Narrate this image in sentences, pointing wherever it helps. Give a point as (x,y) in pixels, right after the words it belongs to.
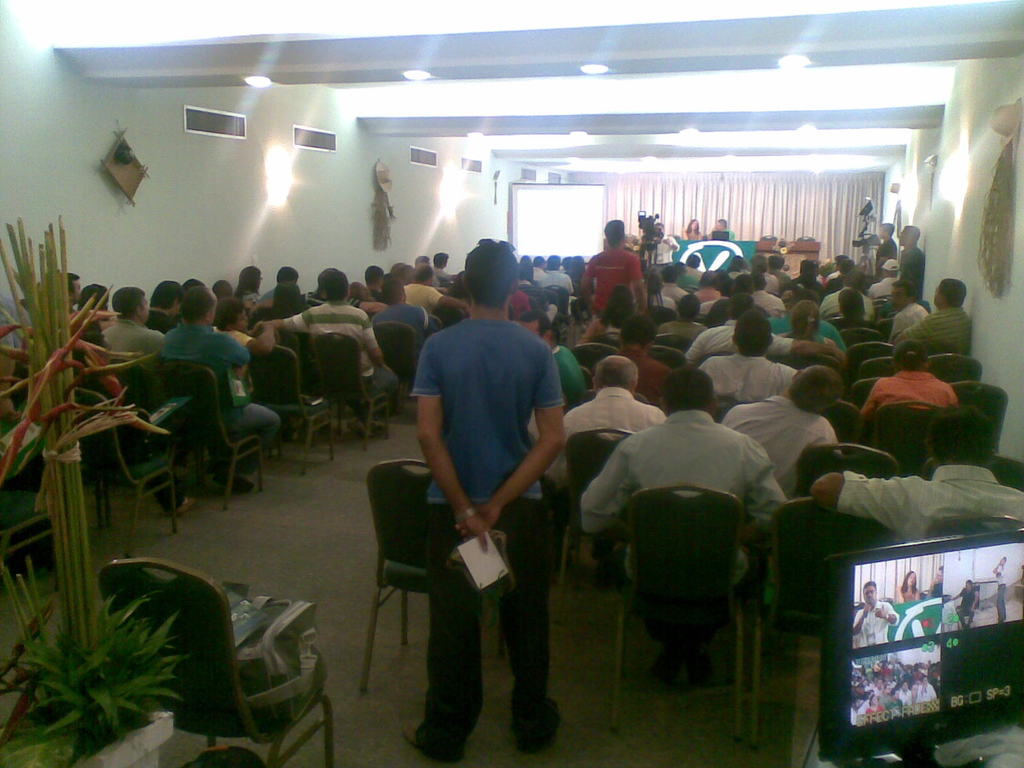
In the center of the image (668,299) we can see the screen (583,213), curtain (696,183), table (758,246) and some people (694,228) are sitting. On the table (736,250) we can see a laptop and some other objects (779,241). In the background of the image (195,251) we can see the wall (238,257), decor (1005,199), cameras (648,234) with stands (650,277), lights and some people (451,295) are sitting on the chairs (1020,464) and some of them are standing. At the bottom of the image (218,529) we can see the floor (374,711), plant (109,690), pot (124,760) and screen (843,713). At the top of the image (619,68) we can see the roof (605,94) and lights (789,64).
